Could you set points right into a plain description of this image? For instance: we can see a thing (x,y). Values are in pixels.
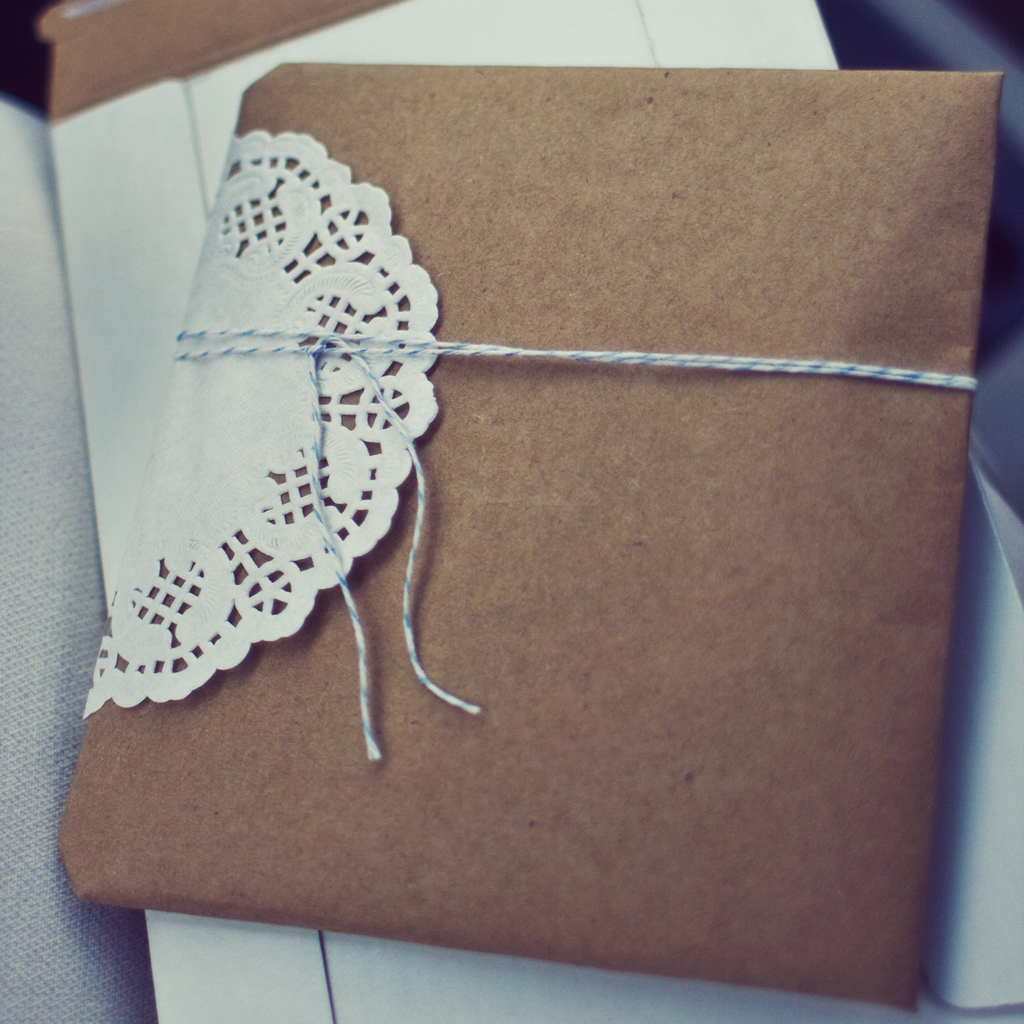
In this image there is a wedding card (770,557) on blanket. It is tied with a thread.
